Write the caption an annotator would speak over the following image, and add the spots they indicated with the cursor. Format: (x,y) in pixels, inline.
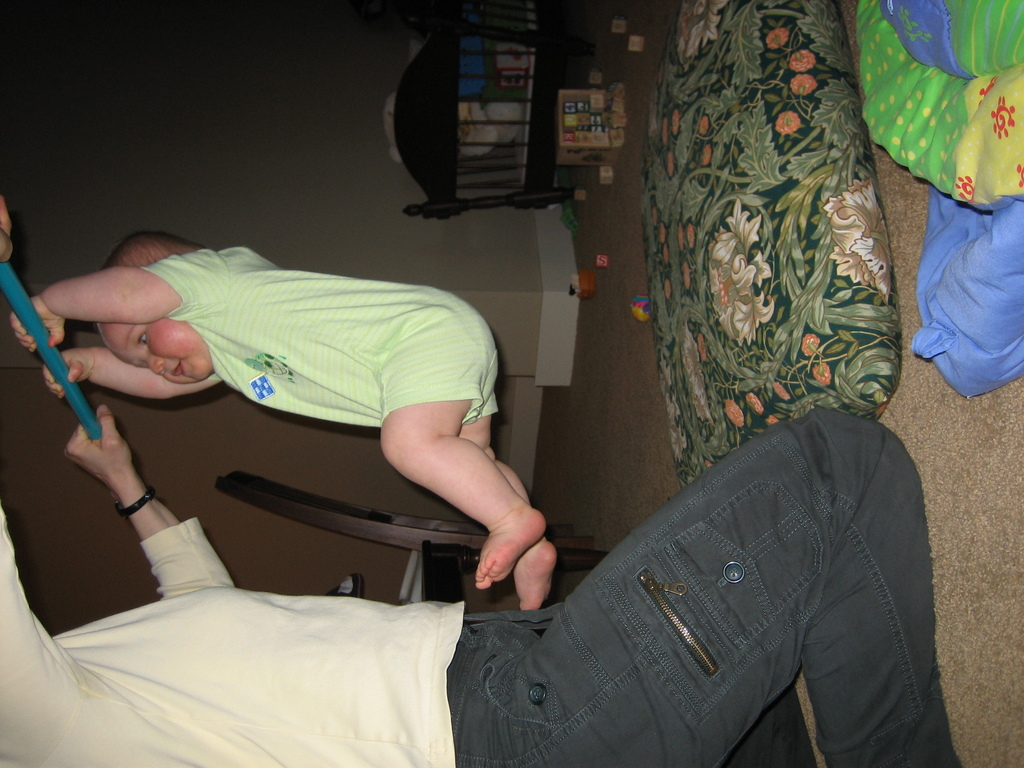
In this image, we can see a few people (415,455). We can see the ground (601,197) with some objects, a pillow (846,281) and some cloth (1016,264). We can also see a chair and some wooden object (544,87). We can also see the wall (298,219).
